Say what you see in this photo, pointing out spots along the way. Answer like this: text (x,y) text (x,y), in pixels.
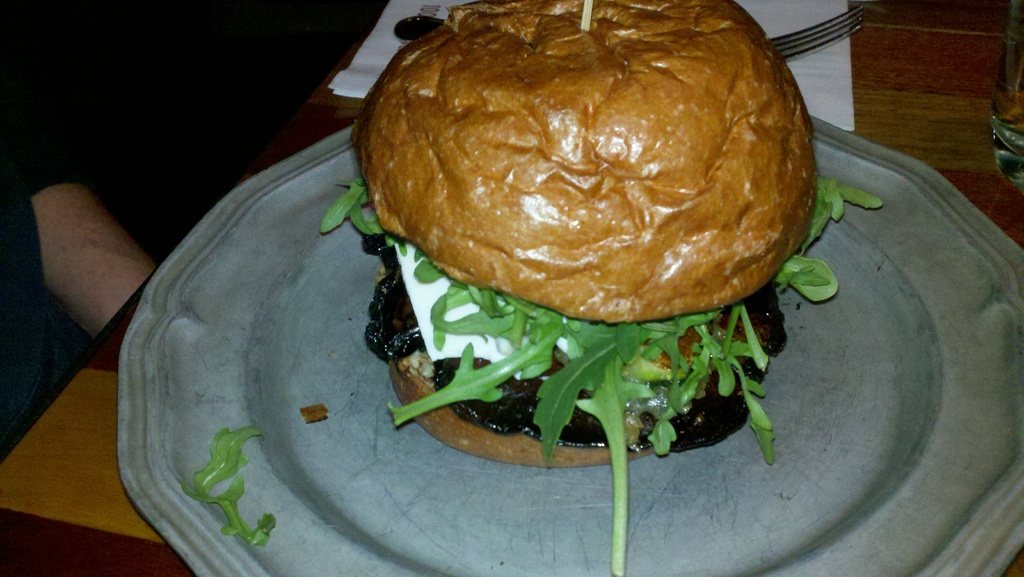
In the image we can see human hand (62,249). Here we can see the plate (235,424), in the plate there is a food item (665,382). Here we can see tissue paper (827,53), fork (820,41) and the glass (1017,122).
